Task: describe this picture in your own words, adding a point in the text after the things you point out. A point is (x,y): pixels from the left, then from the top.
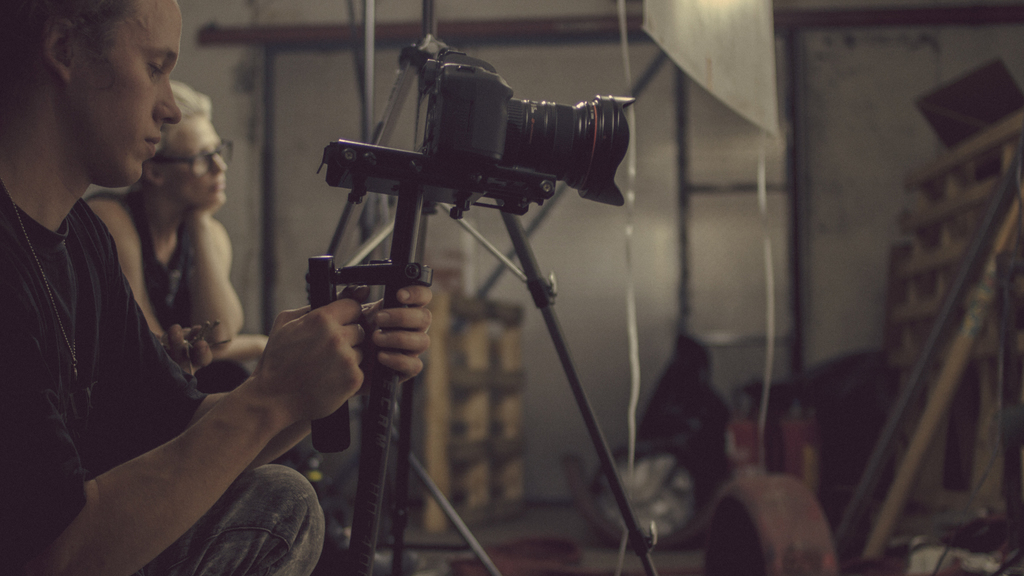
In this picture we can see two persons (151,327) on the left side (90,428), a person (418,327) in the front (348,310) is holding a tripod (384,296), there is a camera (492,135) on the tripod (428,182), in the background (774,152) there is a wall (857,168), we can see a blurry background (881,125).
